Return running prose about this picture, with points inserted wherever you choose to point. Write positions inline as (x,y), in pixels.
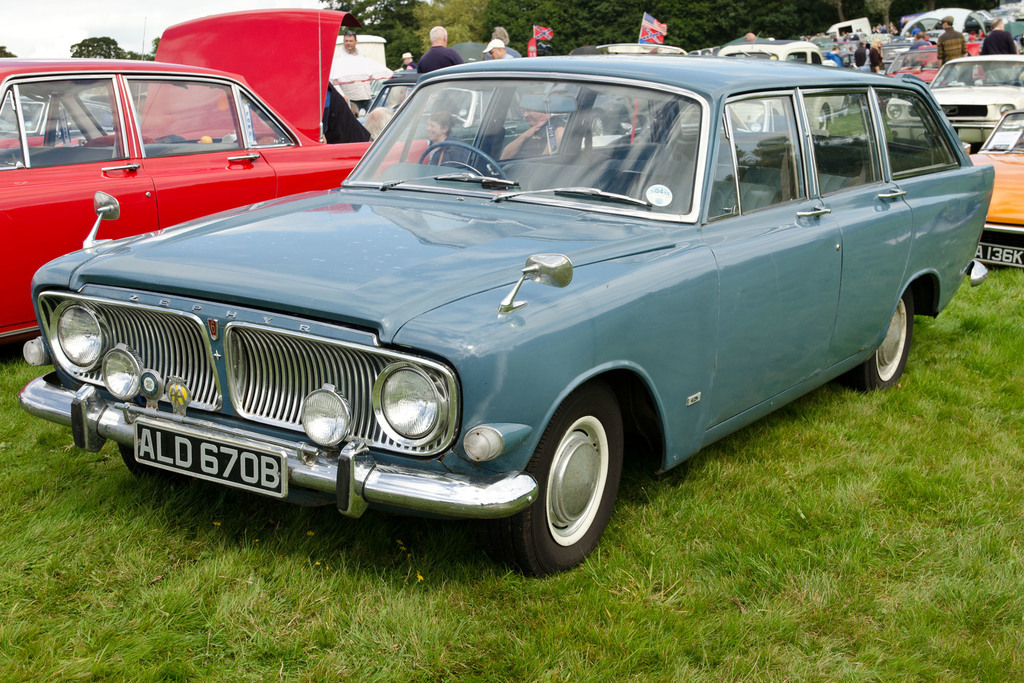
In this image in the front (416,285) there is a car (444,305) and there's grass (599,577) on the ground (813,589). In the background (210,80) there are cars (764,44), persons (352,34), flags (642,31) and trees (649,4).
